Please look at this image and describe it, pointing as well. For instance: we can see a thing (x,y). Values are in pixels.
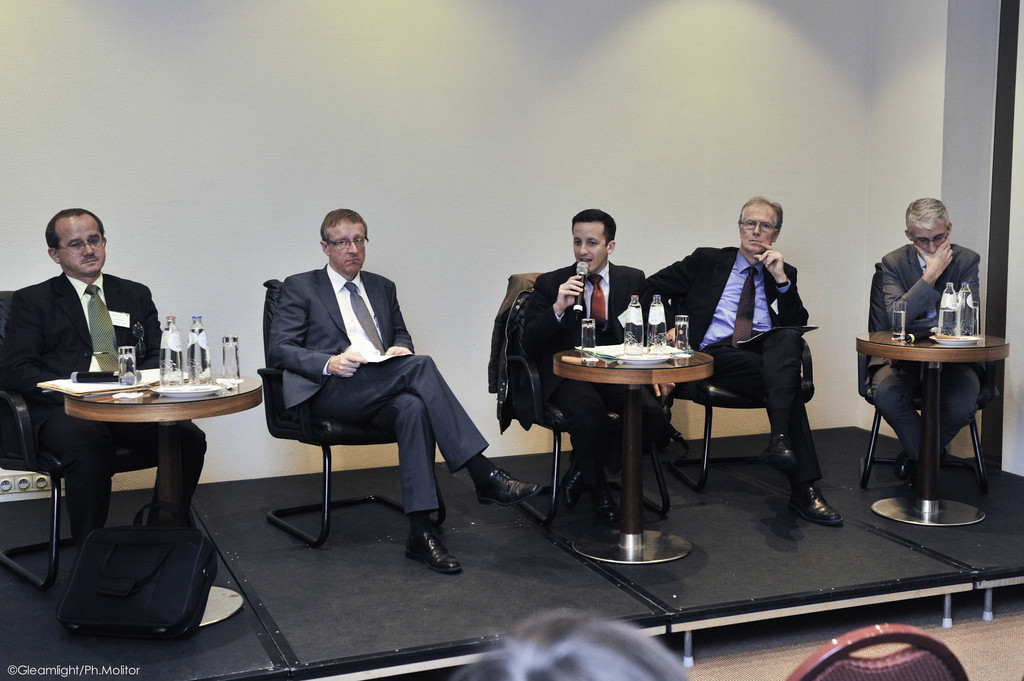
There are five members (534,328) sitting in the chairs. Three of them (553,319) were in front of a tables (898,343) on which some water bottles (637,340) and glasses (583,332), along with some papers (105,390) were placed. One of the guy (566,310) is holding a mic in his hand (558,299). In the background (491,210) there is a wall (544,126).
